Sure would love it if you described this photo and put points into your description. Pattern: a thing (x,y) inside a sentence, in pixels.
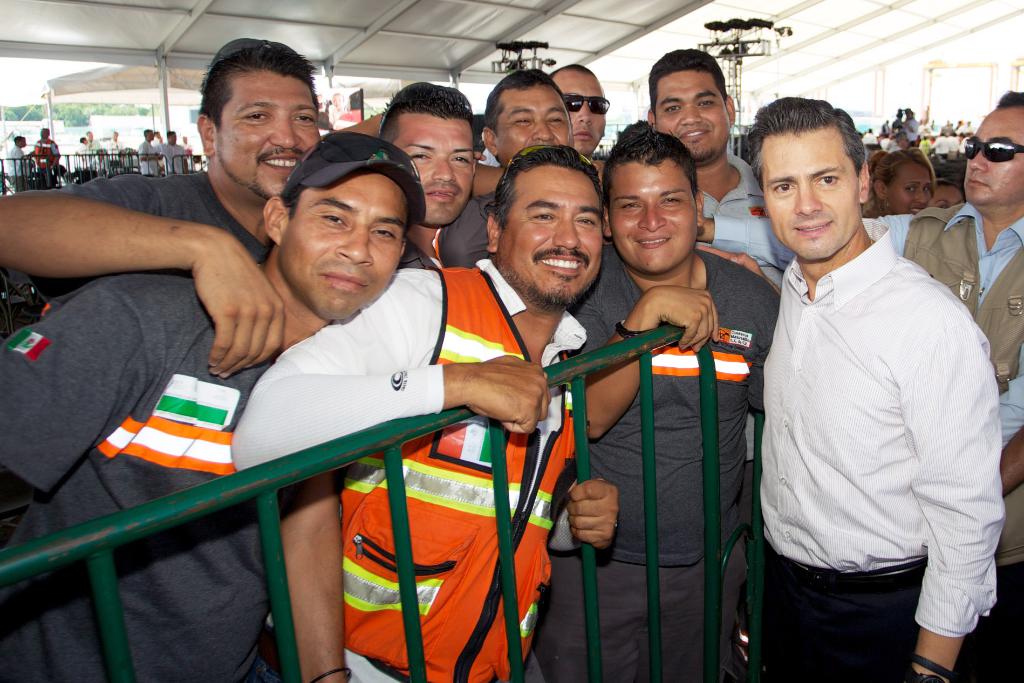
On the left side (249,487), there is a green colored barricade (386,466). Behind this barricade (755,476), there are persons (561,115) in different colored dresses (138,283). Some of them are smiling. On the right side (973,526), there is a person (973,526) in a white colored shirt (951,492) smiling. Behind him, there is another person (984,293). In the background (951,136), there are persons (10,153), barricades (30,153), poles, a roof (580,32), a tent (567,32), trees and other objects (107,117).
